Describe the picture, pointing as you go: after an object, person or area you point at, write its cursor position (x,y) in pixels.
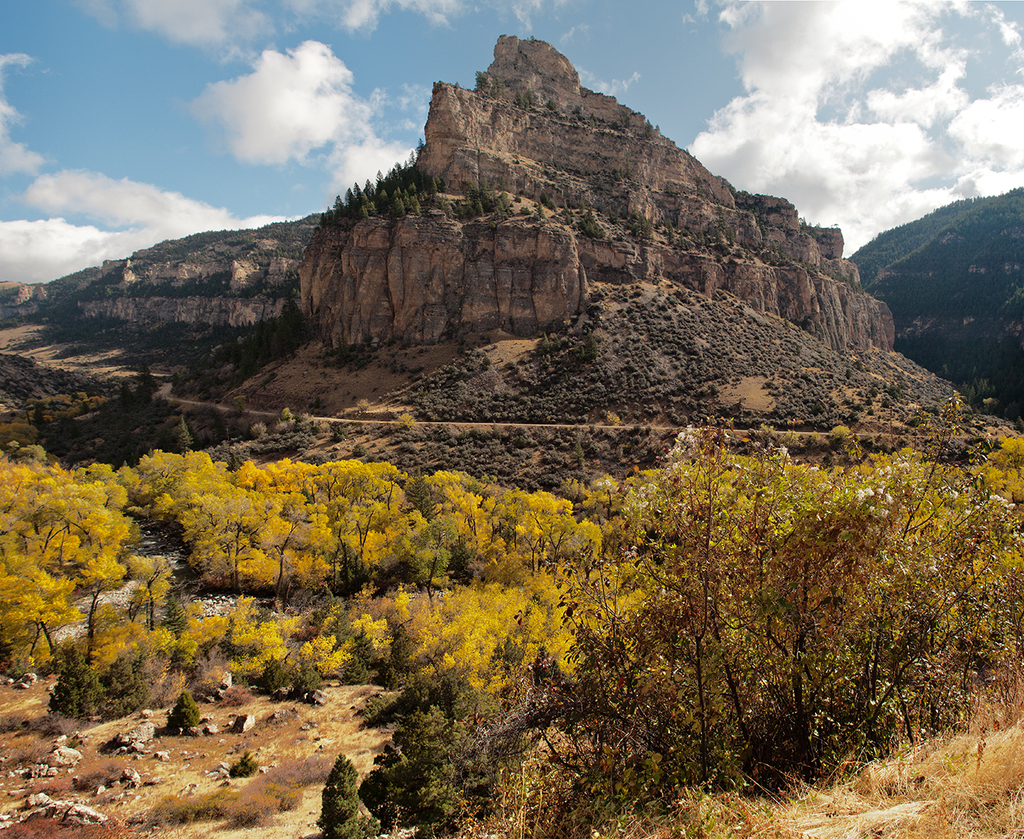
There are plants (369,591) in the foreground area of the image (410,538), there are mountains (578,202) and the sky (814,141) in the background (646,52).
